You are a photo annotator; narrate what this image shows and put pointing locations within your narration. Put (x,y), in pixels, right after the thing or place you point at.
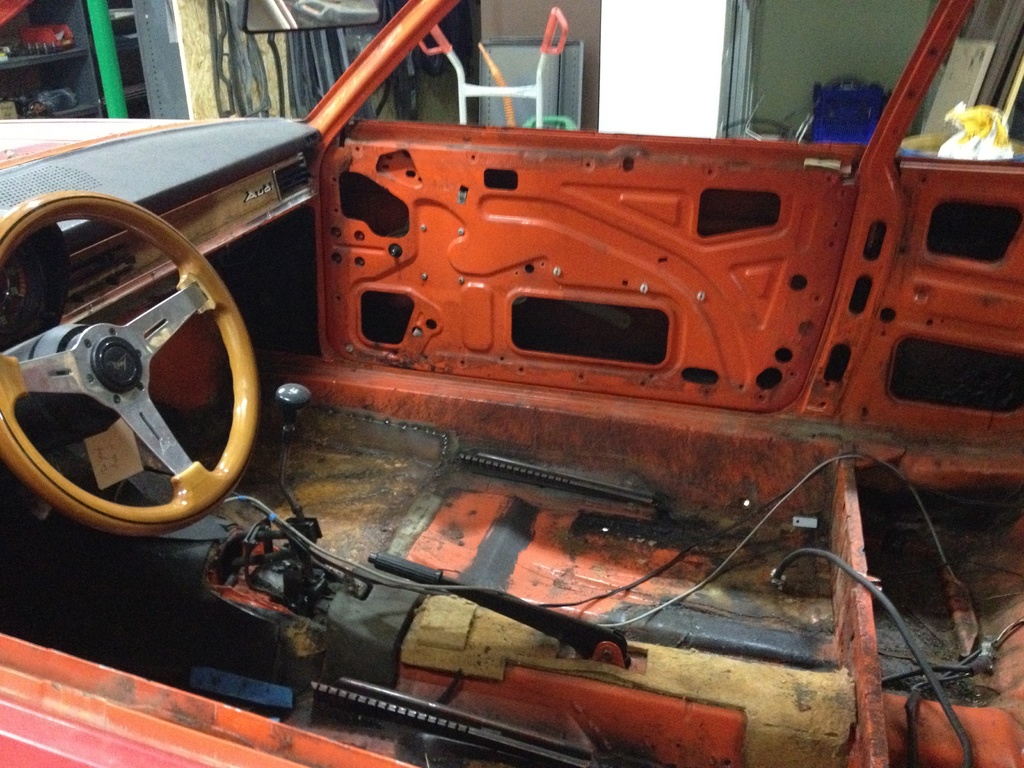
In this image, it seems like a inner part of the vehicle (250,364) where we can see that there is a steering (145,385) on the left side (48,383), Beside the steering (243,455) there is a gear rod (281,442). At the bottom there are seat rails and a brake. In the background (496,91) there is a trolley (509,90). On the left side (99,56) top there is a pole (99,33). On the right side (841,106) there is a blue tray (838,94) in the background (862,82), Beside the tray (826,112) there is a bag (985,114).
